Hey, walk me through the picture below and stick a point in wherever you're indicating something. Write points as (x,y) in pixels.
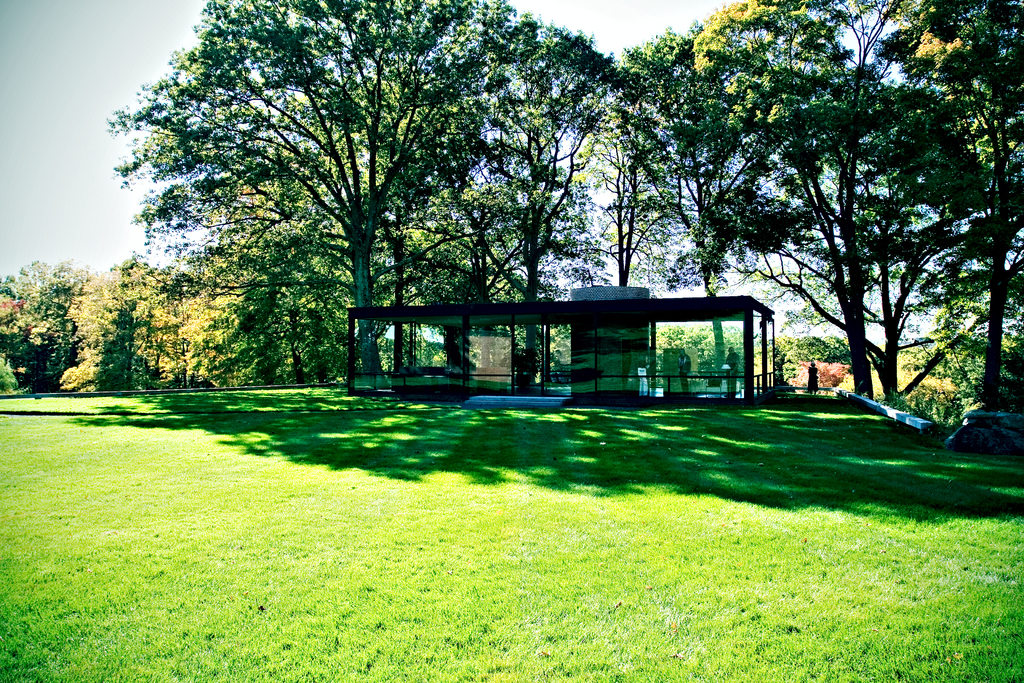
Here in this picture we can see the ground (324,527) is fully covered with grass (303,431) over there and in the middle (584,374) we can see a shed (706,362) present, that is covered with glass doors (431,347) around it and we can see people (686,368) standing under that over there and we can also see plants (147,371) and trees (235,220) present all over there.
